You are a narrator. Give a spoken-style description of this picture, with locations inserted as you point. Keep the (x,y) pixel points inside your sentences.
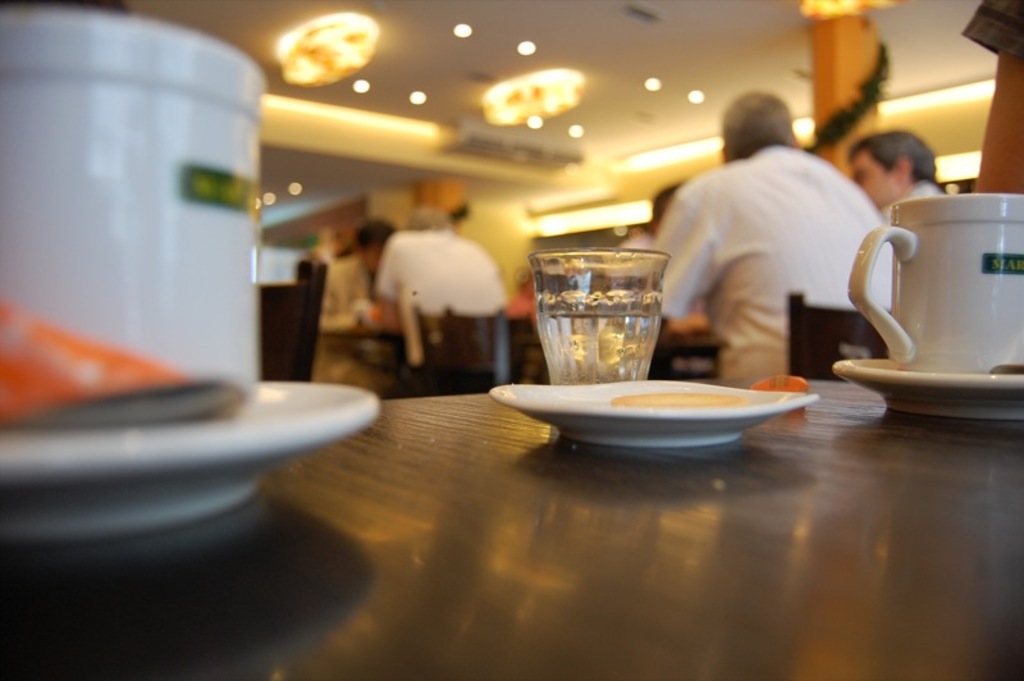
In this image in the center (587,282) there is one table (579,507) on the table (379,474) there are cups (919,283), saucers (940,390), glass (551,295) is there and on the top (476,25) there is a ceiling (584,73). On the ceiling (386,98) there are some lights (493,113) on the right side (758,200) there are some persons (702,227) who are sitting.
